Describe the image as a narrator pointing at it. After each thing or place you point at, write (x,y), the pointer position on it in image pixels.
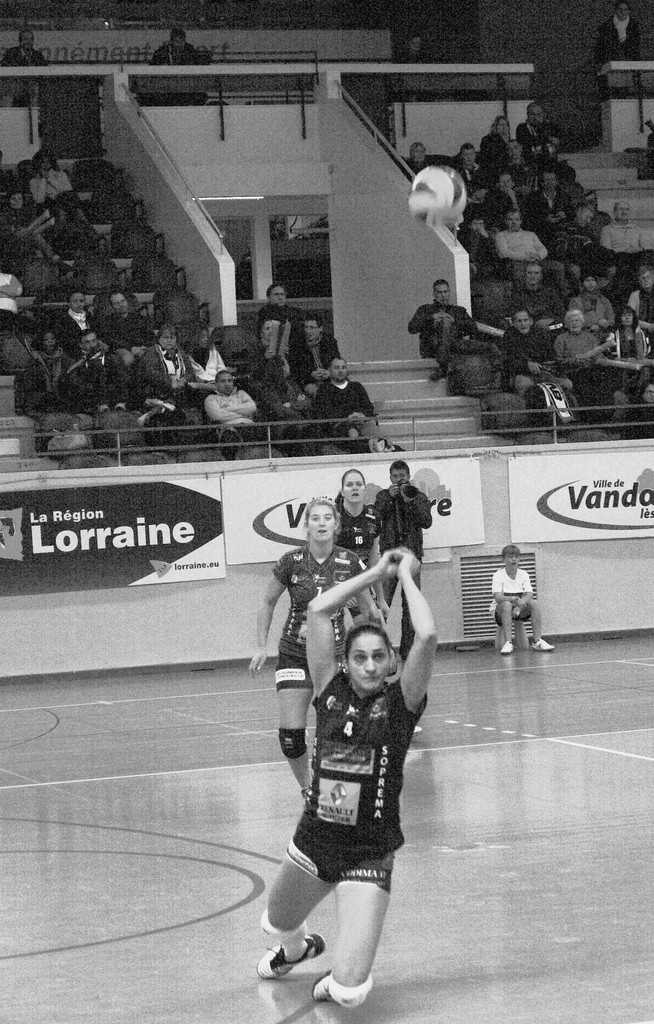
In the image on the floor (39,712) there are few people (368,680) playing. There is a boy (512,594) sitting and beside him there is a man (417,498) standing. Behind them there is a wall (46,482) with posters (318,485) and railing (321,439). Behind the wall (570,560) there are many people (139,404) sitting and also there is a railing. At the top of the image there are two people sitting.
